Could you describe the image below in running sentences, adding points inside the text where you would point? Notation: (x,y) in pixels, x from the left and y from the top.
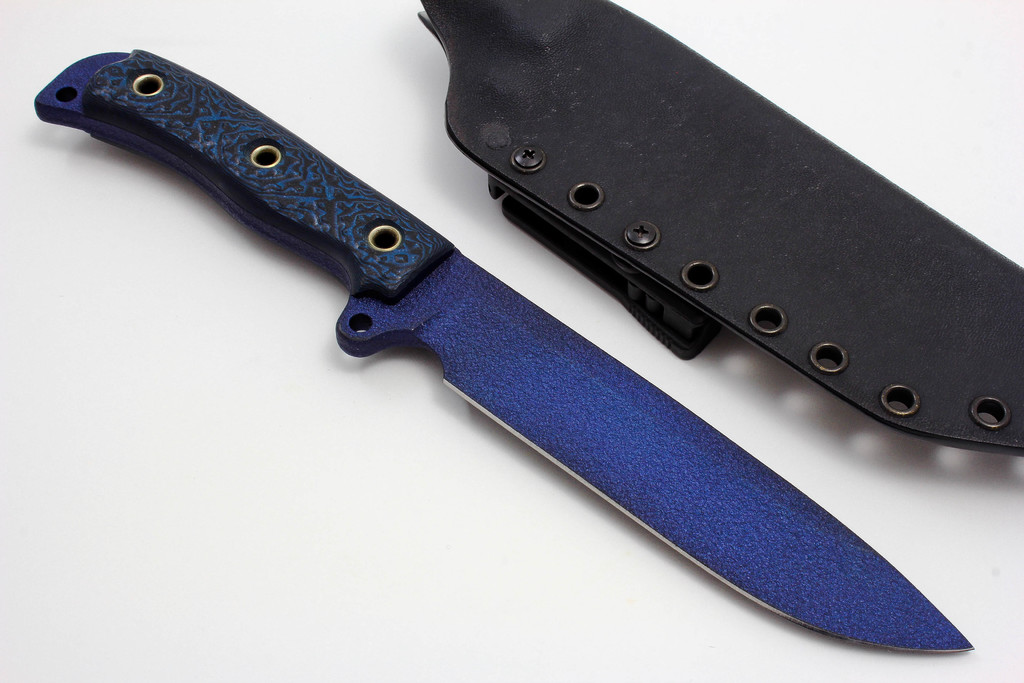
In this image, we can see a bowie knife (501,337) which is placed on the surface (204,489).
